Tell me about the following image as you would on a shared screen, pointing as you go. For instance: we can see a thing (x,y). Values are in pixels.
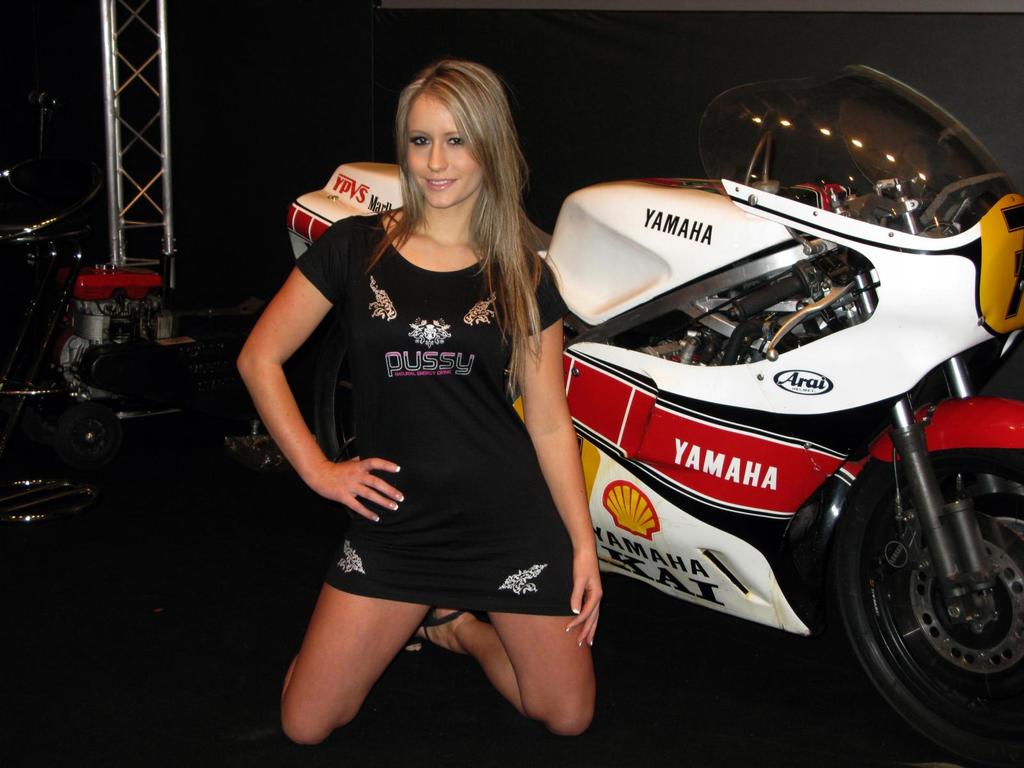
In this picture I can see a woman (543,540) smiling, there is a motorbike (927,668), there is lighting truss (143,93), and in the background (52,165) there are some other objects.
